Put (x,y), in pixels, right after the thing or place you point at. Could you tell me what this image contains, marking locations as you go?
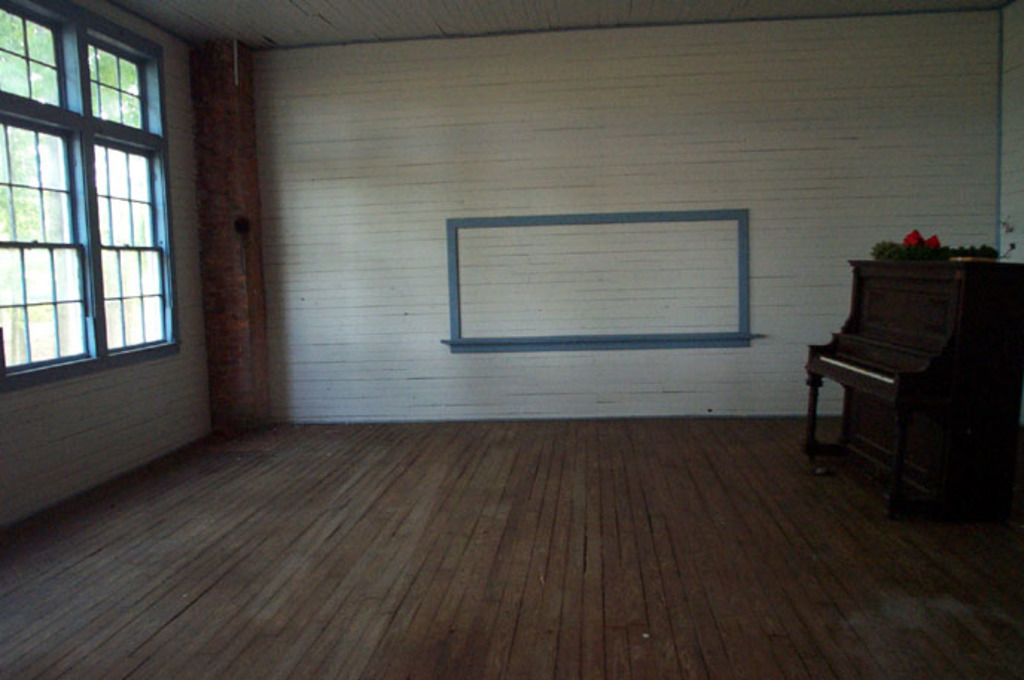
Here we can see a room (621,455) and there is a piano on the right side (860,367) and at the left side (11,320) we can see a window (142,261) present.
